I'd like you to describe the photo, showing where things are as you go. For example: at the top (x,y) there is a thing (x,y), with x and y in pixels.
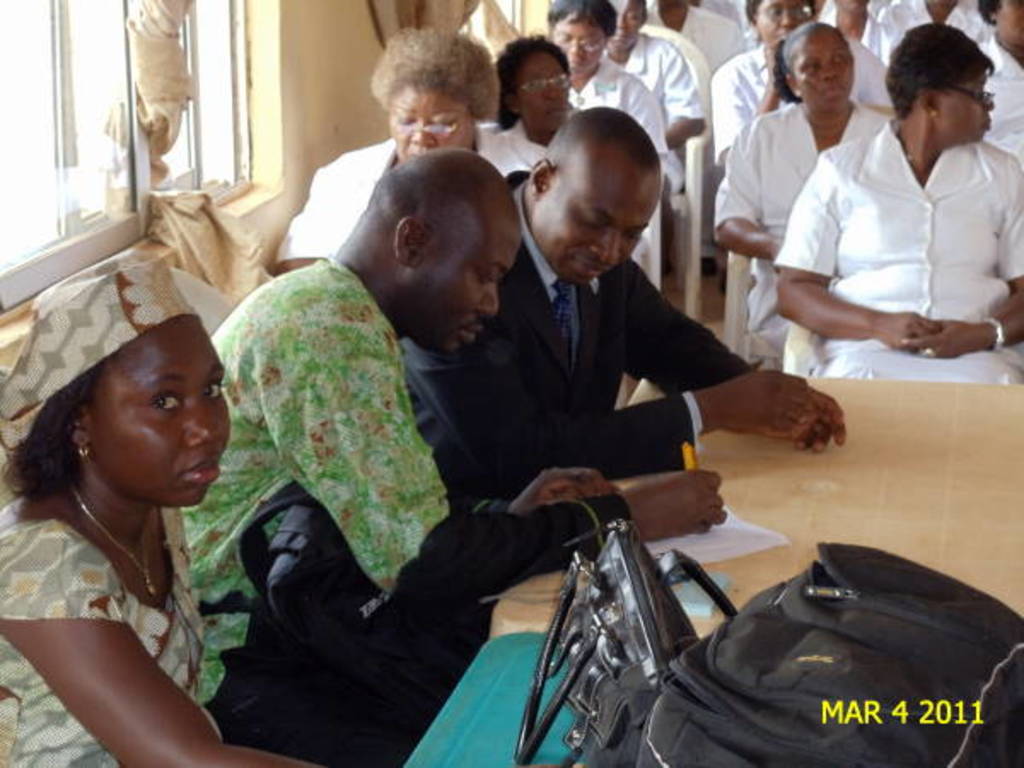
In this picture there are group of people (529,163) sitting on the chairs (726,327) and there is a man (373,389) with green color shirt (245,524) is sitting and holding the pen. There is a paper (734,524) and there are bags (816,624) on the table (915,525). On the left side of the image (144,178) there are windows (59,192) and curtains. At the bottom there is a bag (799,645).
